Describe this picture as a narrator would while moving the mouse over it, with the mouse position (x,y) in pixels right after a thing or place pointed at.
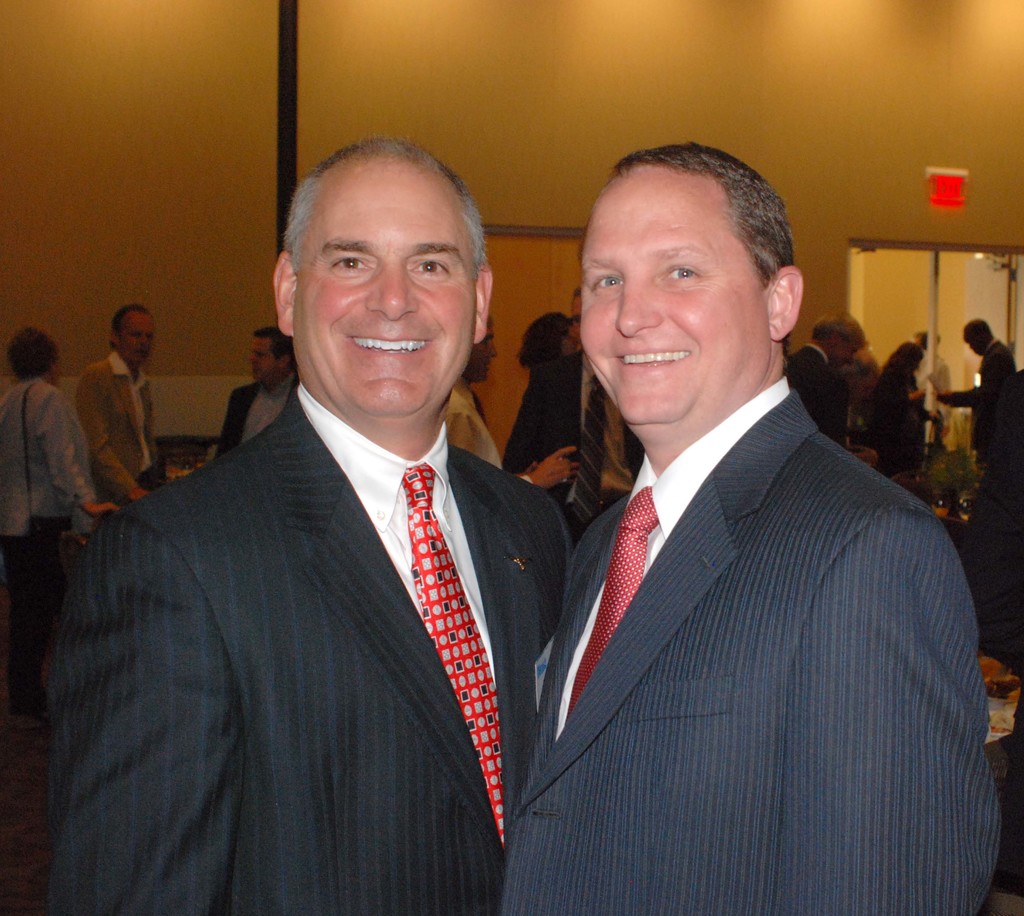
In this picture there are two old man (634,765) standing in front (725,802) wearing black suit (357,798) and tie (445,603), smiling and giving pose to the camera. Behind there are persons (136,410) standing in the hall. In the background (274,159) there is a yellow wall (600,68) and door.
